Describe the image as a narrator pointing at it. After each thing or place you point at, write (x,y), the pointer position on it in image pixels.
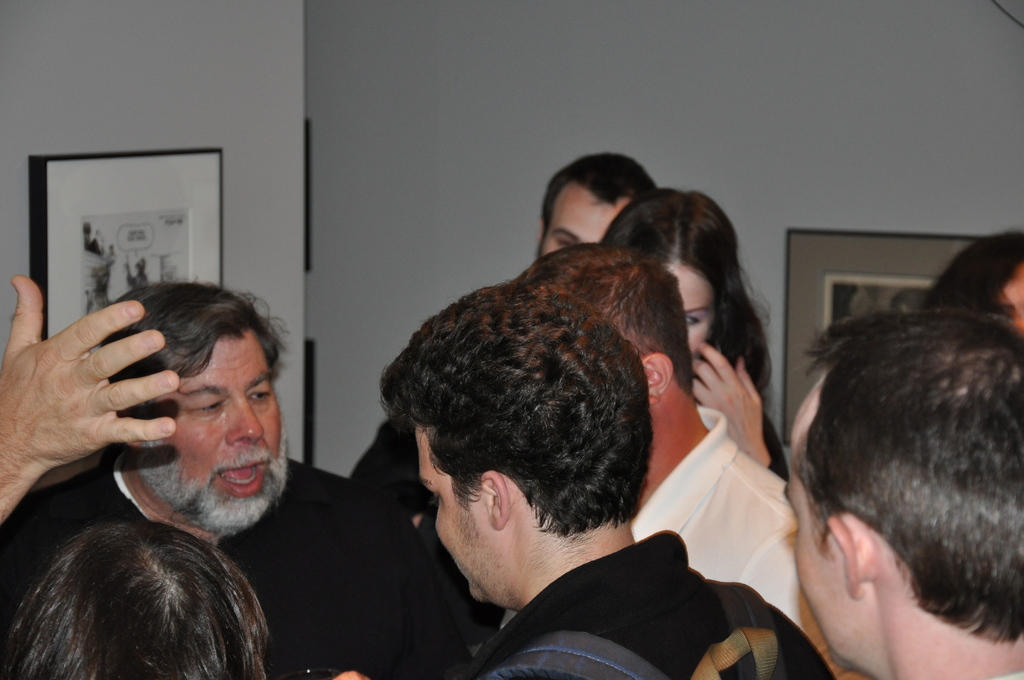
In this picture we can see a group of people (511,591) standing and behind the people (386,408) there are photo frames (891,291) on the wall (457,257).
